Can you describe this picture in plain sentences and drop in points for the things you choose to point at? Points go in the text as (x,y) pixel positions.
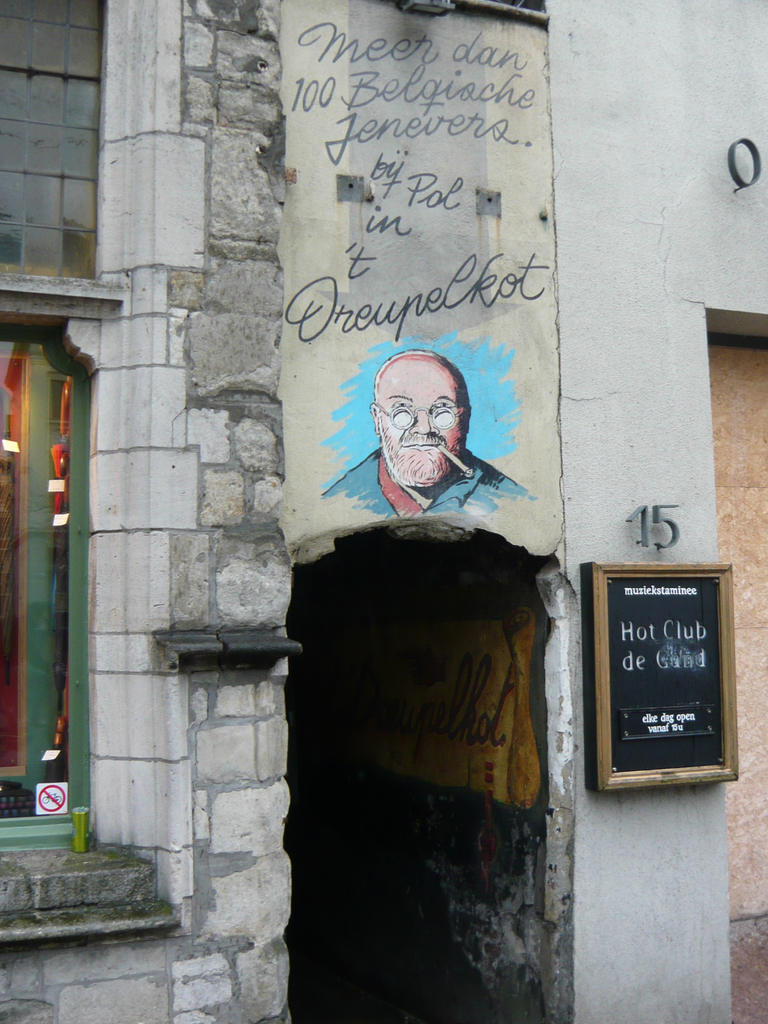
In this picture we can see a building (253,308) with a glass window (50,473), a board (694,681) and some objects (57,796). On the wall (484,167) there is the painting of a man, words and numbers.
